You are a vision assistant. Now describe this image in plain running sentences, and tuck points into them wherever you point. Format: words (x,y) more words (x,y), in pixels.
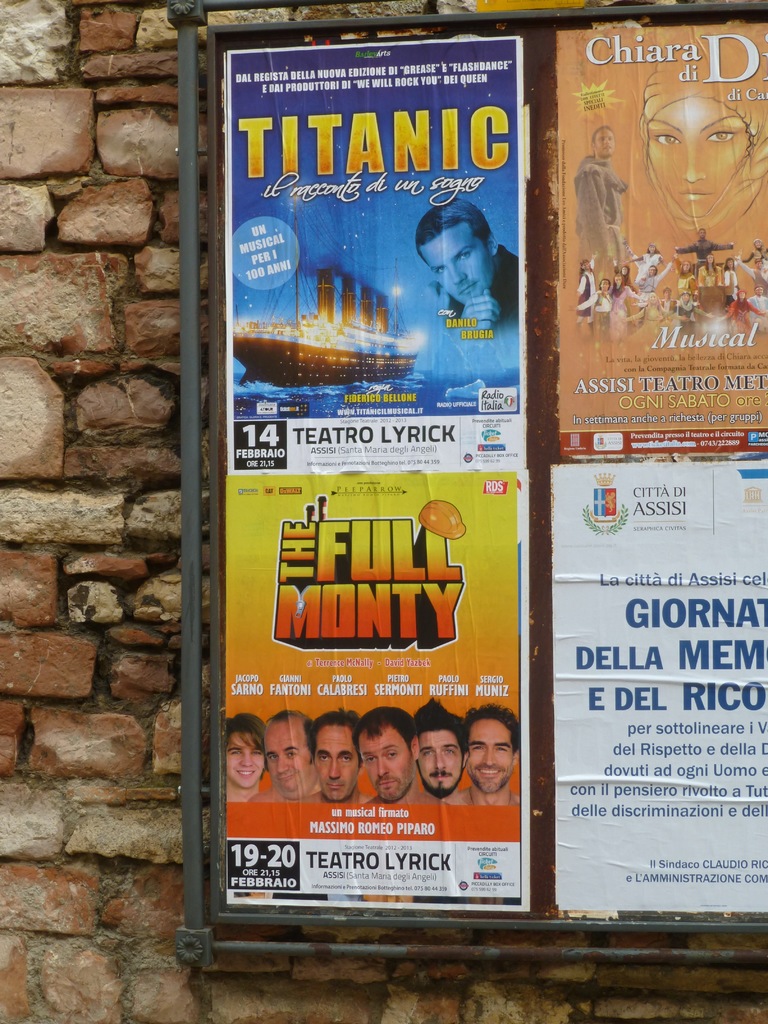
In this image there are posters (325,437) on the wall (71,471) with some text (642,530) and images (496,336) on it.
